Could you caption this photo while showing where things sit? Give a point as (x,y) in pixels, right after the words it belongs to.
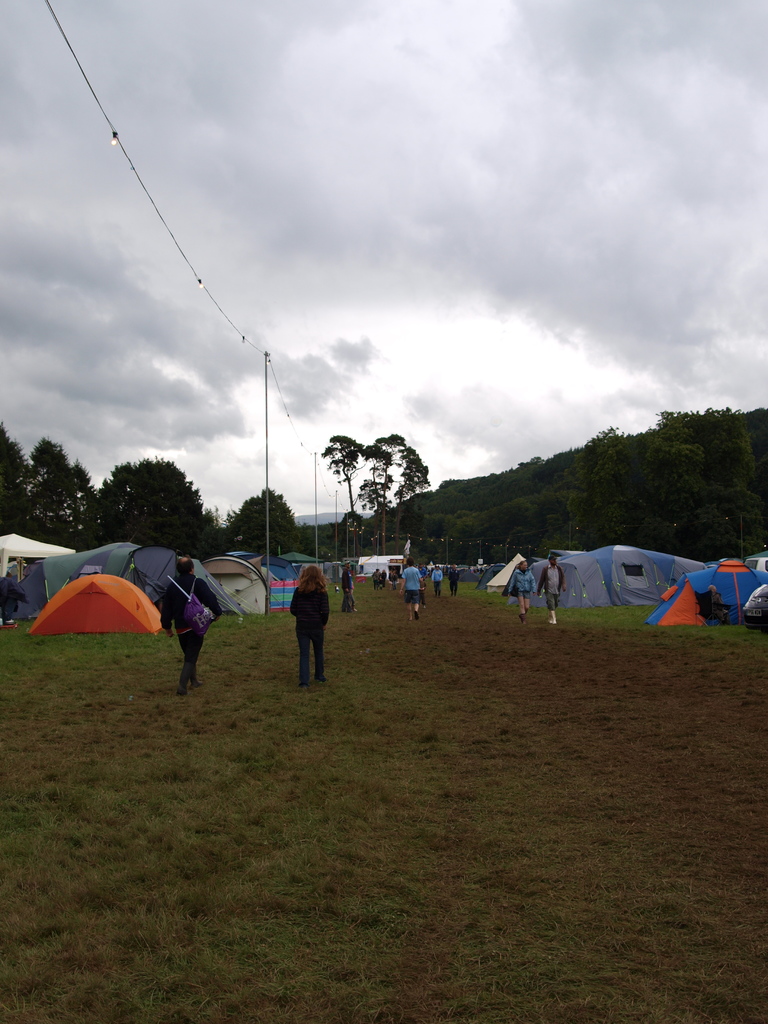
In this image, there are a few people (303,594), tents (241,596) and poles (266,410) with the wires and some lights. We can also see the ground (558,763) covered with grass (256,867). There are a few trees (585,480), hills (444,500). We can also see the sky (686,143) with clouds (509,301).
